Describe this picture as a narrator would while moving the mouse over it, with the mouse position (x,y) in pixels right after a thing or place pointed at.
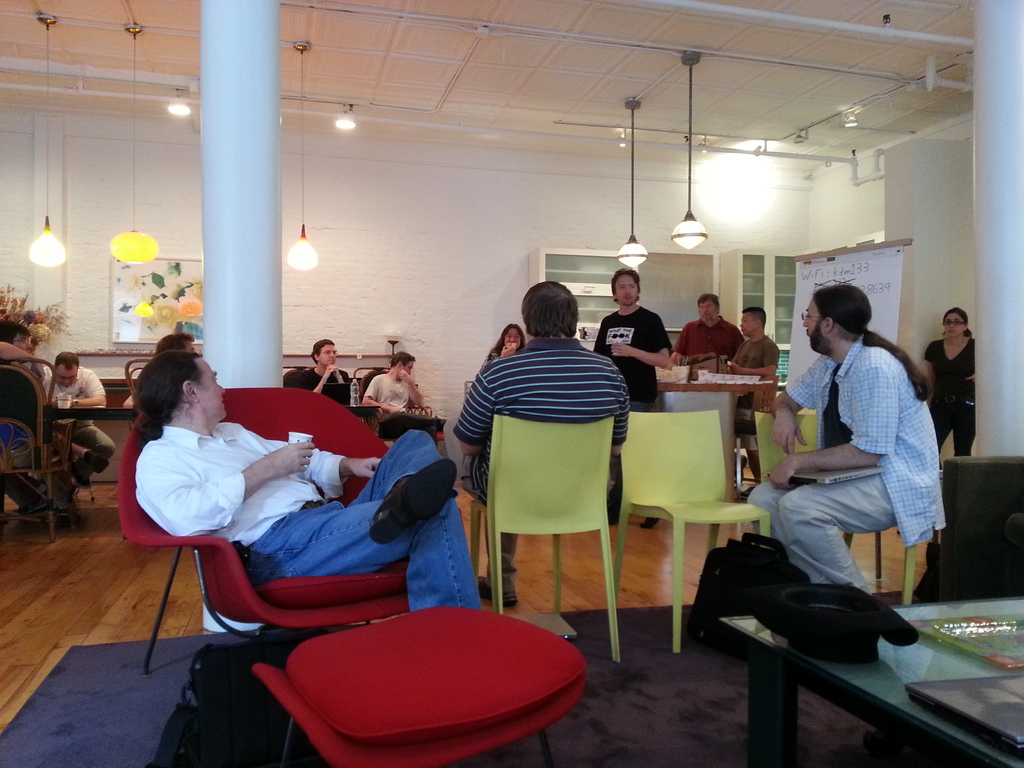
In the center of the image (364,502) there is a man (252,540) sitting on the couch (269,596) next to him there are chairs (650,494) and people (557,399) sitting on the chairs (583,430). On the right (897,680) there is a table (885,677). In the background (762,354) there are many people (313,373). At the top (683,237) there are lights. We can see some boards (821,278) and shelves (753,286).
